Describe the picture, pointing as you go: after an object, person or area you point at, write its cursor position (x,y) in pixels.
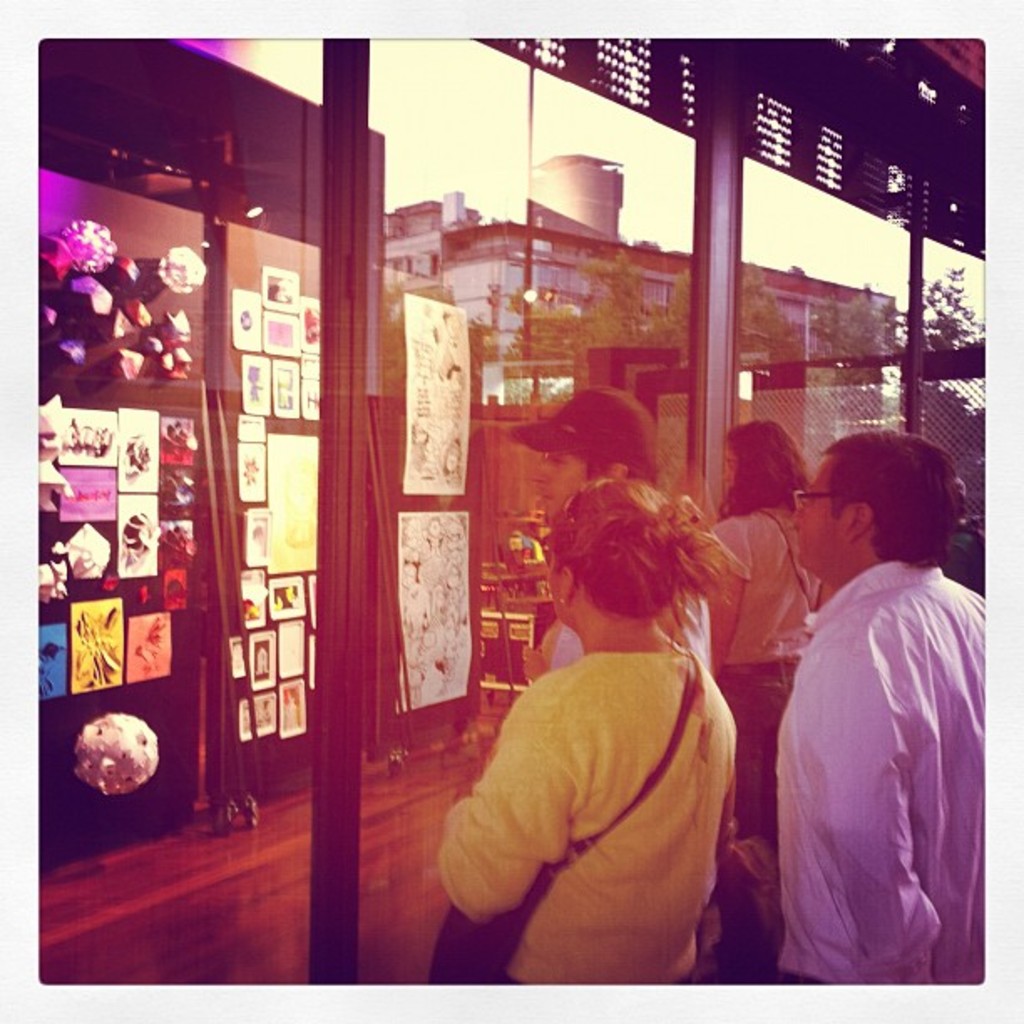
In this image I can see group of people (553,708) standing, in front (572,716) the person (588,721) is wearing yellow color shirt (613,726) and the person (837,642) at right (869,619) wearing white color shirt (869,619), in front I can see a glass wall (305,284). I can also see few papers (252,619) attached to some object (193,322). Background (549,267) I can see a building (501,268) and the sky (525,128) is in white color.
